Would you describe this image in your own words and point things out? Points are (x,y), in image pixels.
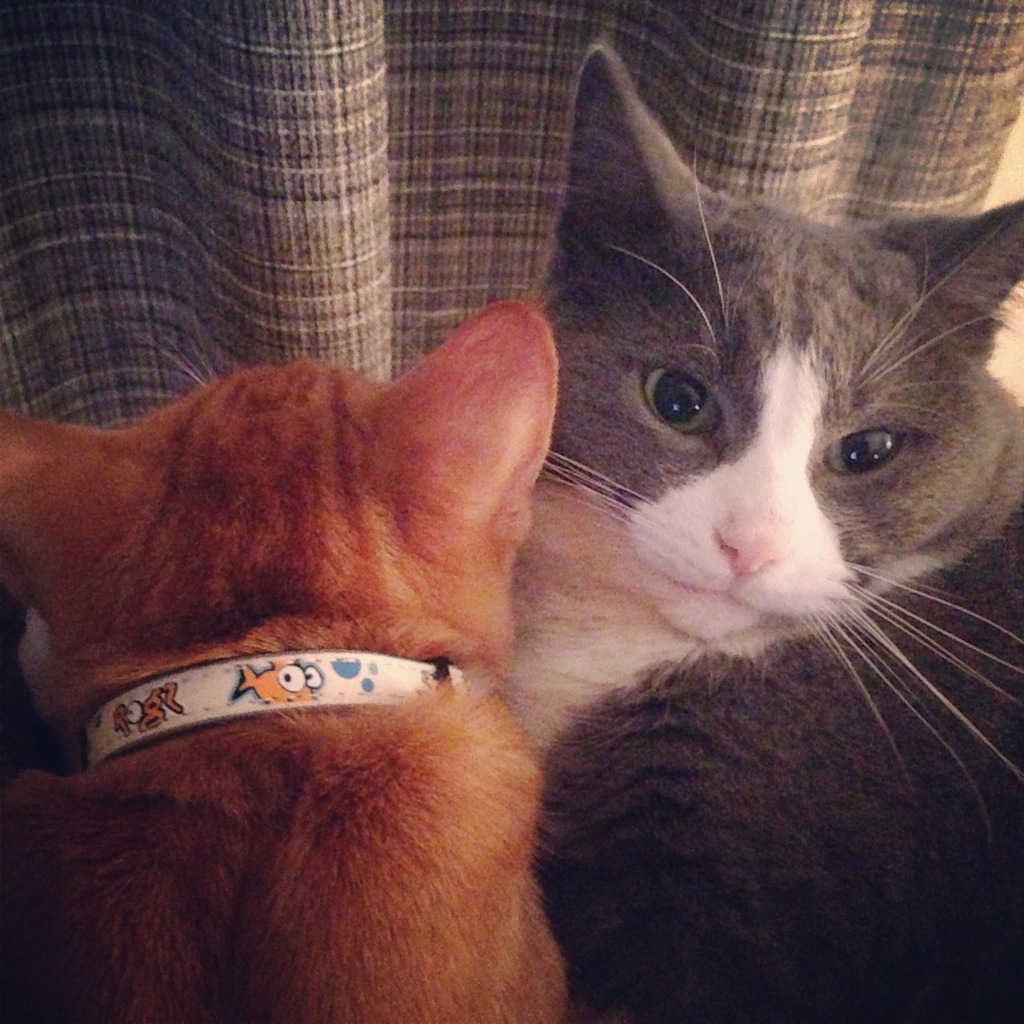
In this picture there are cats (629,760). At the top (494,75) there is a cloth (782,105).
